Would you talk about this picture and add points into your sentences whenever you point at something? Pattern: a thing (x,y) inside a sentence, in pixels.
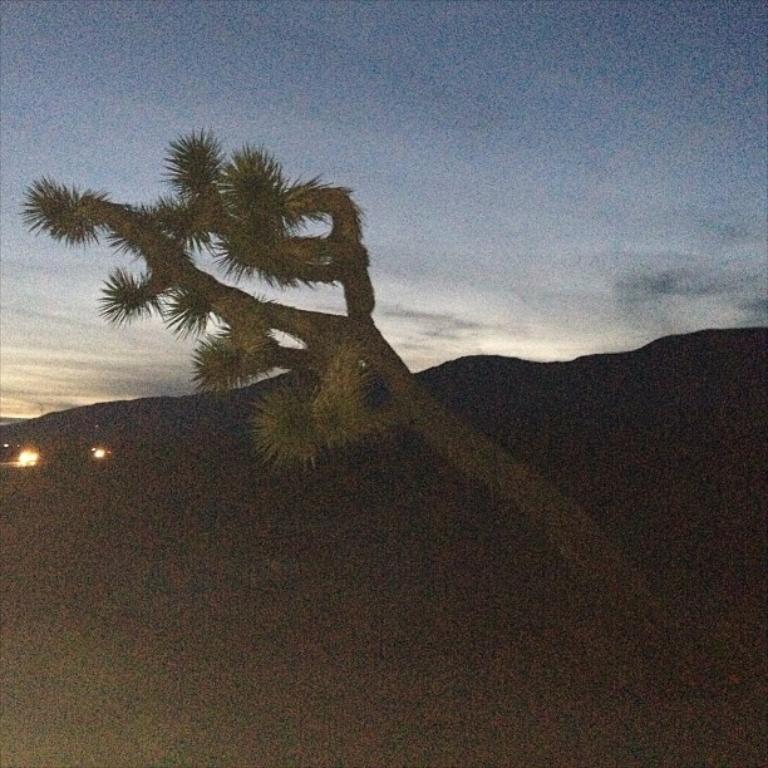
In the center of the image (508,281) we can see the sky (600,230), clouds (2,406), hills (698,403), lights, one tree (303,383) and a few other objects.
